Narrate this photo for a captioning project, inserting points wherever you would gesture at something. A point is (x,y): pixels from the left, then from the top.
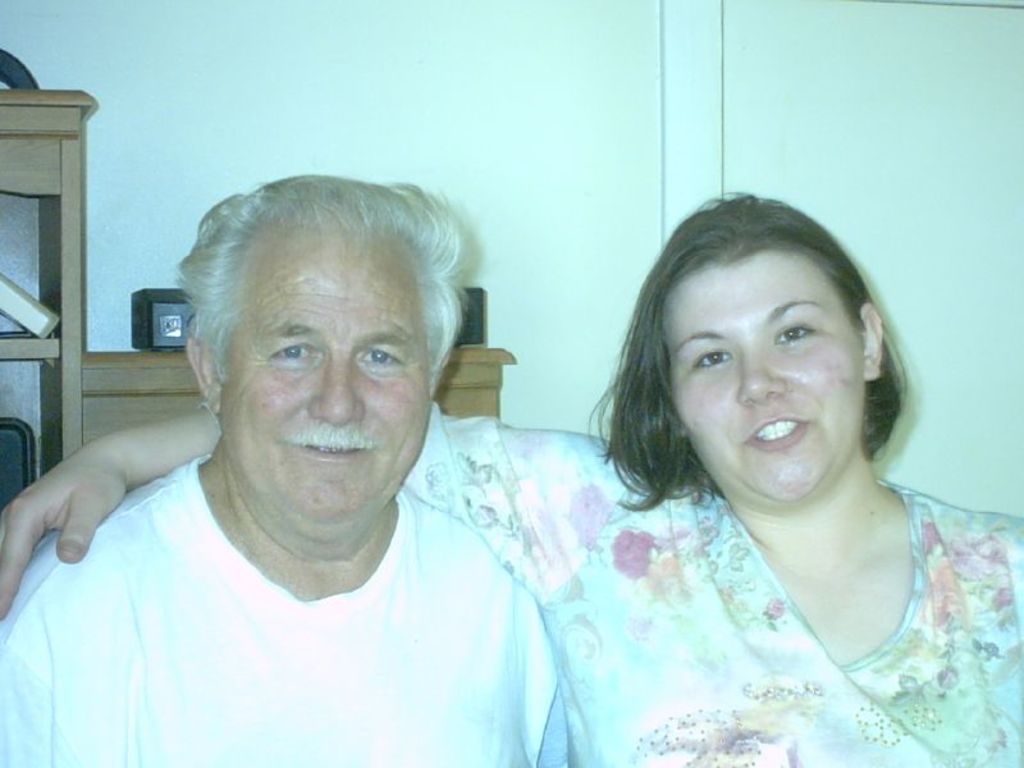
In this image we can see two persons (624,353) with a smiling face (234,288) and behind them, we can see the wall (285,65) and wooden object (52,177).
